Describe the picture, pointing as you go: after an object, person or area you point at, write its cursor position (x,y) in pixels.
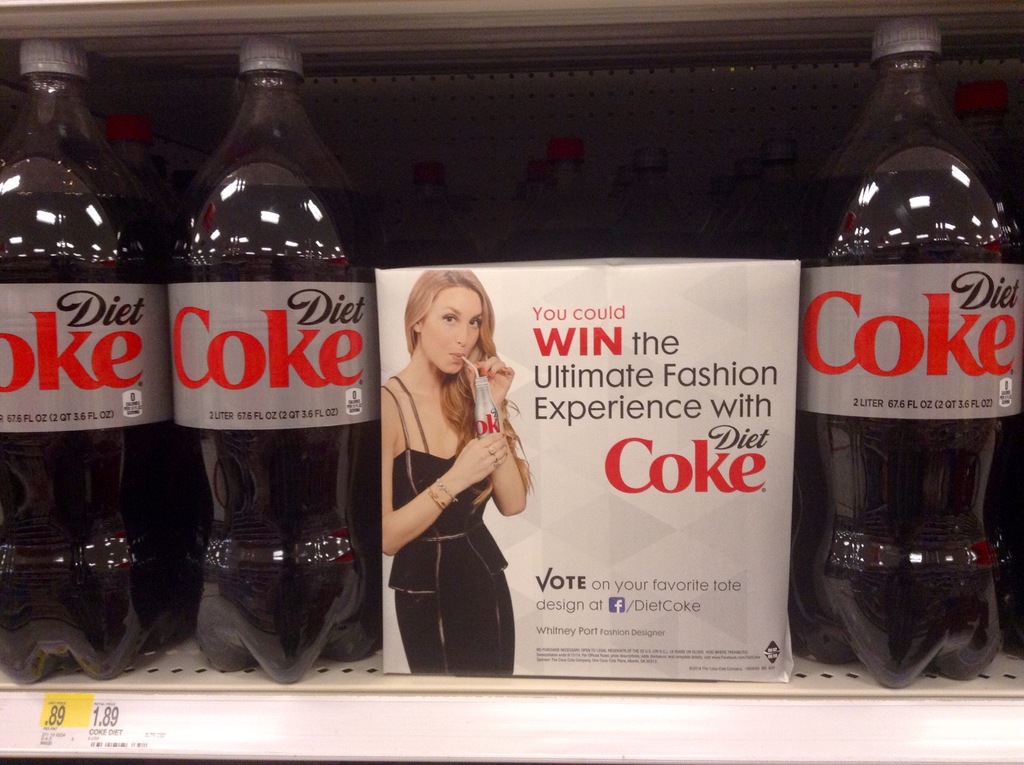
In this picture we can see three bottles (859,251) on the rack (824,683). This is the box (646,507). And there is a woman (420,632) on the box (570,598).
